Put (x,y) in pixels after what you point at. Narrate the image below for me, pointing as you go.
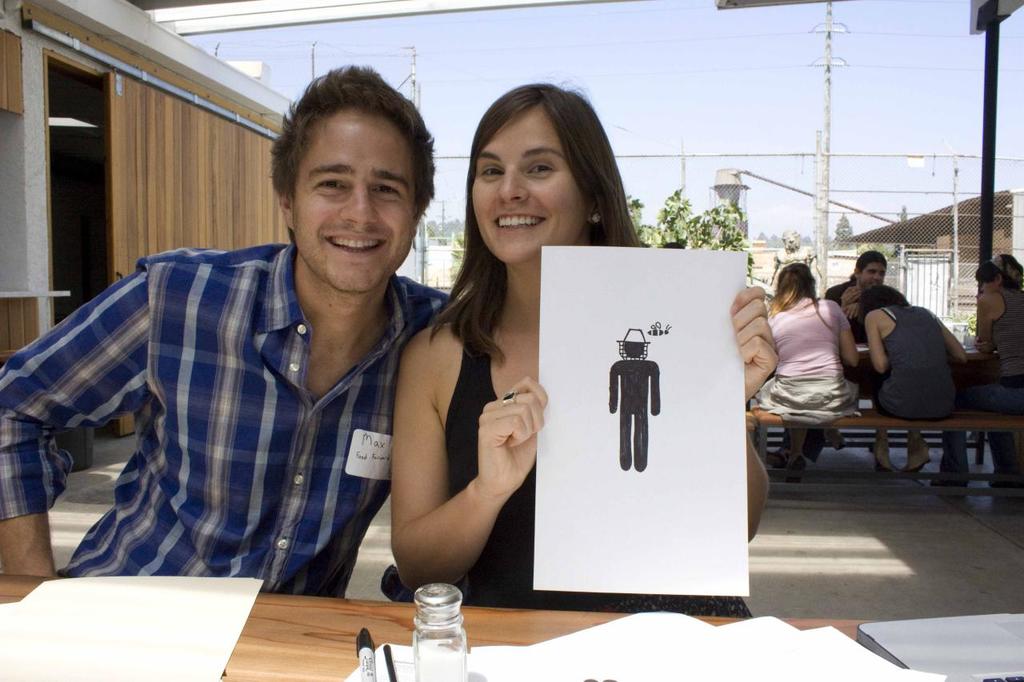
In this image I see a man (248,324) and a woman (684,604) who are sitting and this woman (524,520) is holding a paper (548,582) in her hand (505,485), I can also see that these both are smiling and there are few papers (781,657) on this table (532,612) over here. In the background (1015,280) I see few people (821,403) who are sitting.
